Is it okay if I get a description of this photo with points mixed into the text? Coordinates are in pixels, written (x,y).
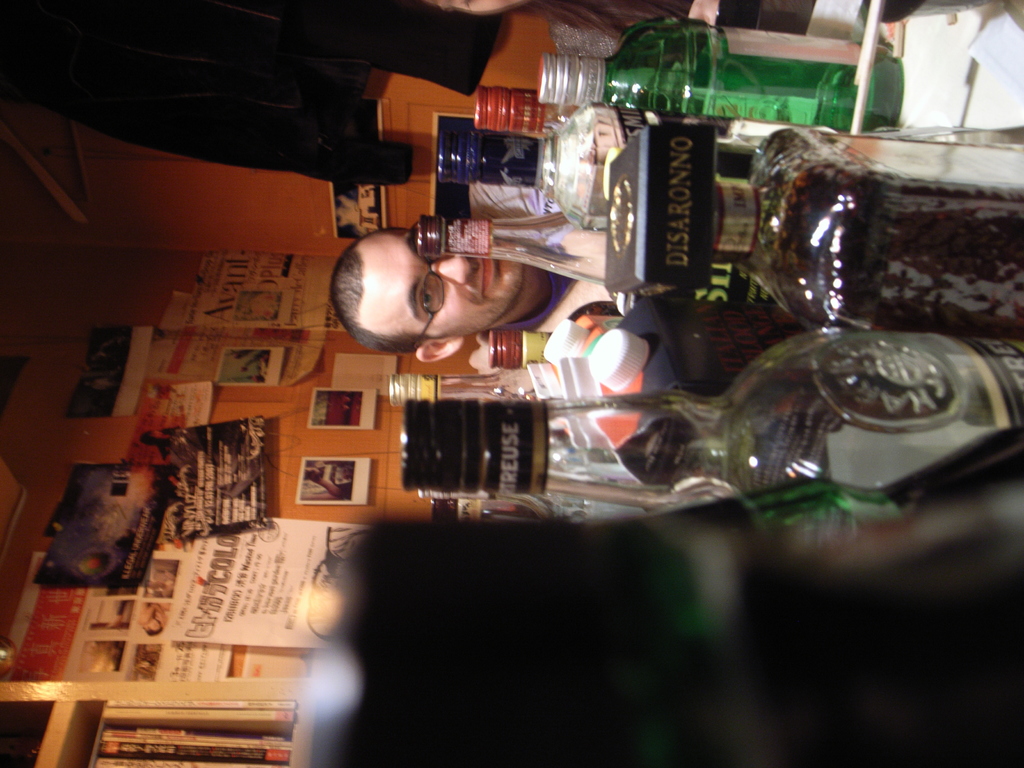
In this image I see a man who is smiling and I see there are number of bottles (662,245). In the background (92,289) I see the wall (70,320) on which there are many papers (179,571) and I see few words (213,544) written on these papers (183,532) and I see few pictures (325,471).
